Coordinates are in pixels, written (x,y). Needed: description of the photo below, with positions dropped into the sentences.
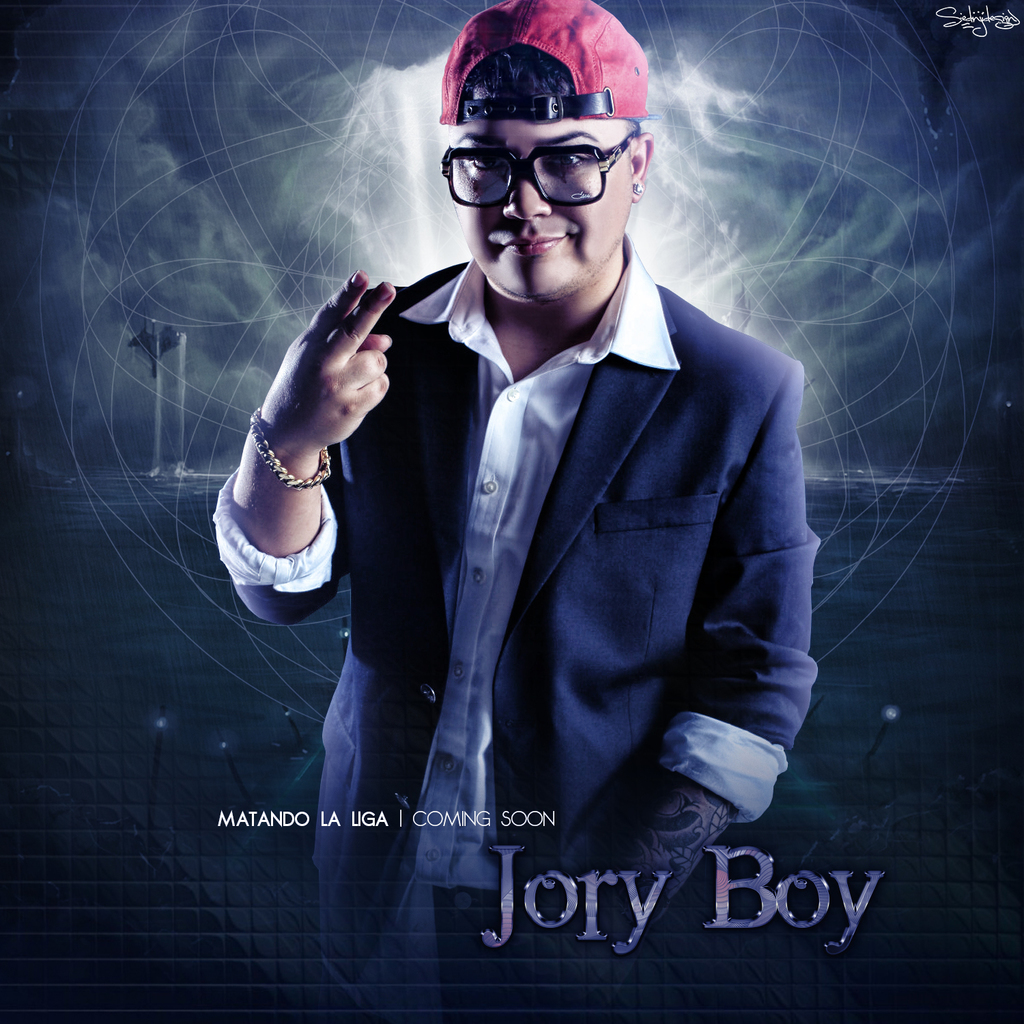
In the foreground (408,842) I can see a person (362,872) and a text (587,901). In the background (781,148) I can see the sky (862,23) and a structure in the water (158,536). This image is taken during night.
